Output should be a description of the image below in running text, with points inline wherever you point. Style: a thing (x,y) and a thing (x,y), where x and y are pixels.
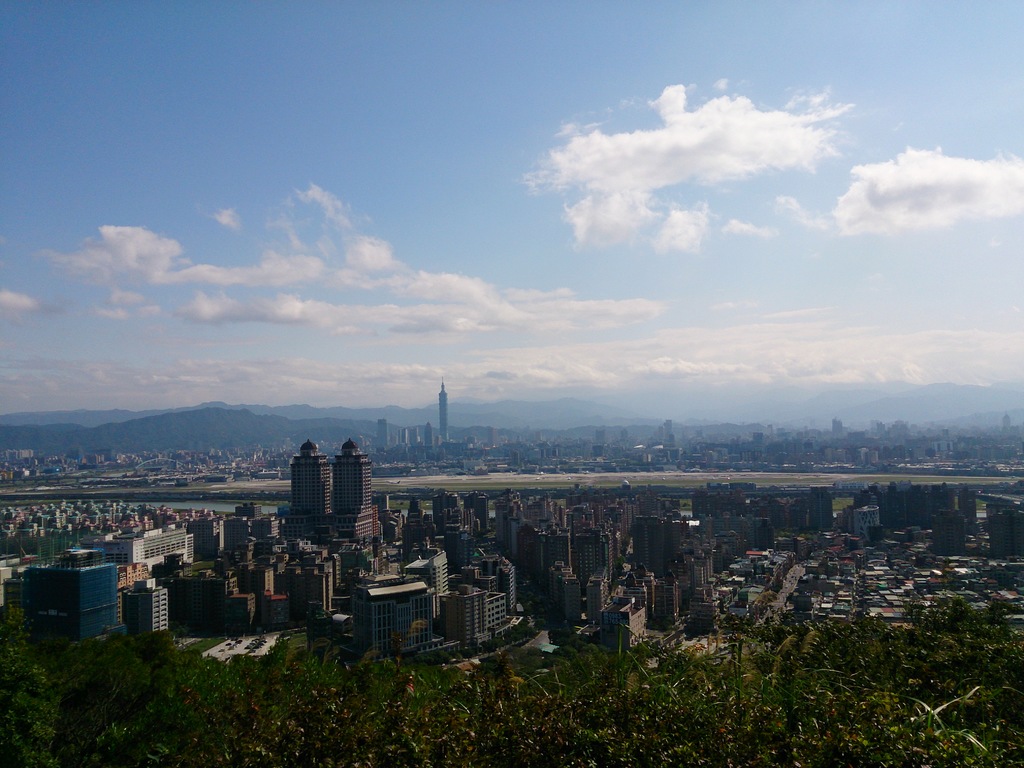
In the picture I can see buildings (632,644), trees (608,661) and some other things (273,642). In the background (287,411) I can see mountains (301,408) and the sky (395,344).
